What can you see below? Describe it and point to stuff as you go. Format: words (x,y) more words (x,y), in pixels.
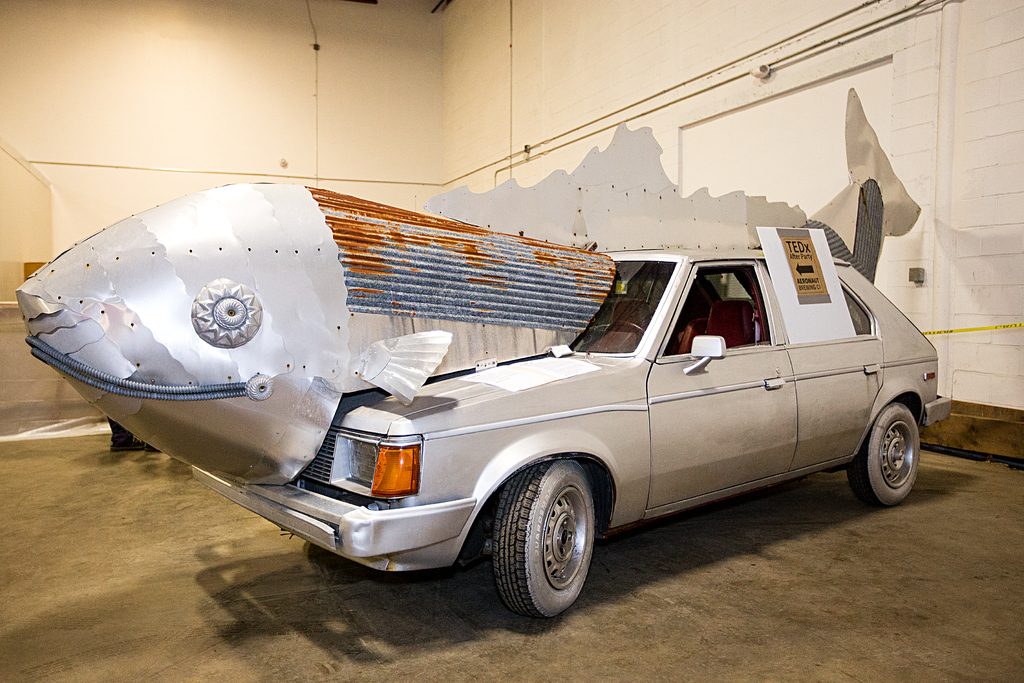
In the foreground of this image (637,395), there is a car (615,470) on the floor (624,634) and we can also see metal sheet (423,271) in the model of a fish (762,212) to the car (677,377) and also a board (803,291) to the car (662,381). In the background (485,46), there is a wall (431,46), few pipes (621,112) and the barrier tape (968,328).
